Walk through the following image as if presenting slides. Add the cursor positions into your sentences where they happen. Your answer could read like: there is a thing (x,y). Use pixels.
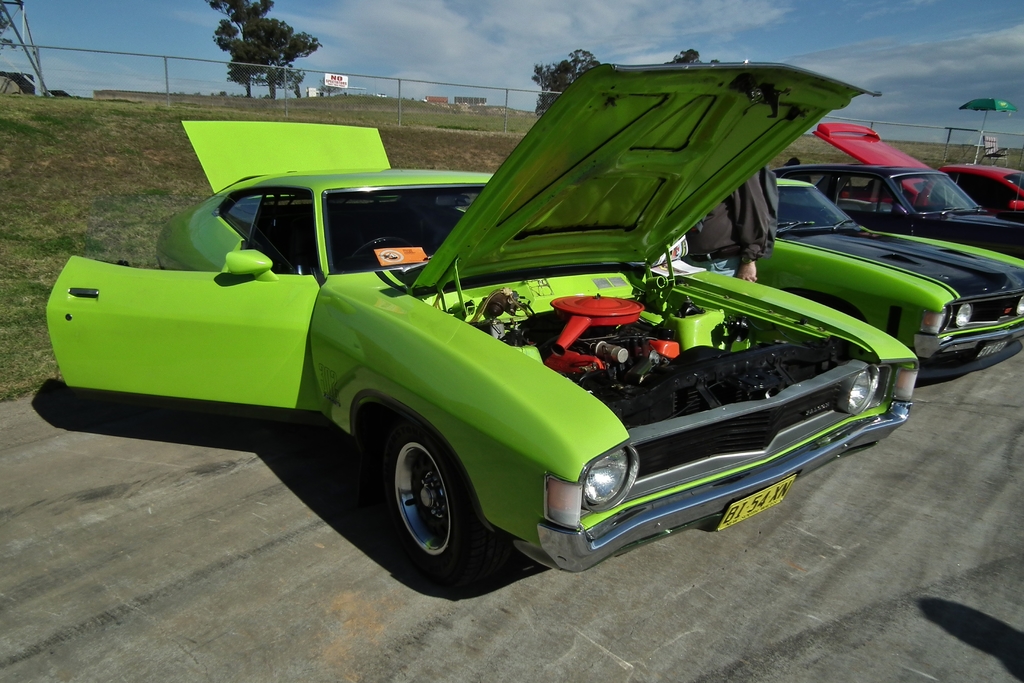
In the center of the image (590,345) we can see some vehicles (276,152), person (703,229). In the background of the image (125,154) we can see grass (140,159), mesh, trees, board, umbrella (1001,101), chair (990,157). At the bottom of the image (862,636) there is a road (838,637). At the top of the image (548,60) clouds (557,44) are present in the sky (863,42).
